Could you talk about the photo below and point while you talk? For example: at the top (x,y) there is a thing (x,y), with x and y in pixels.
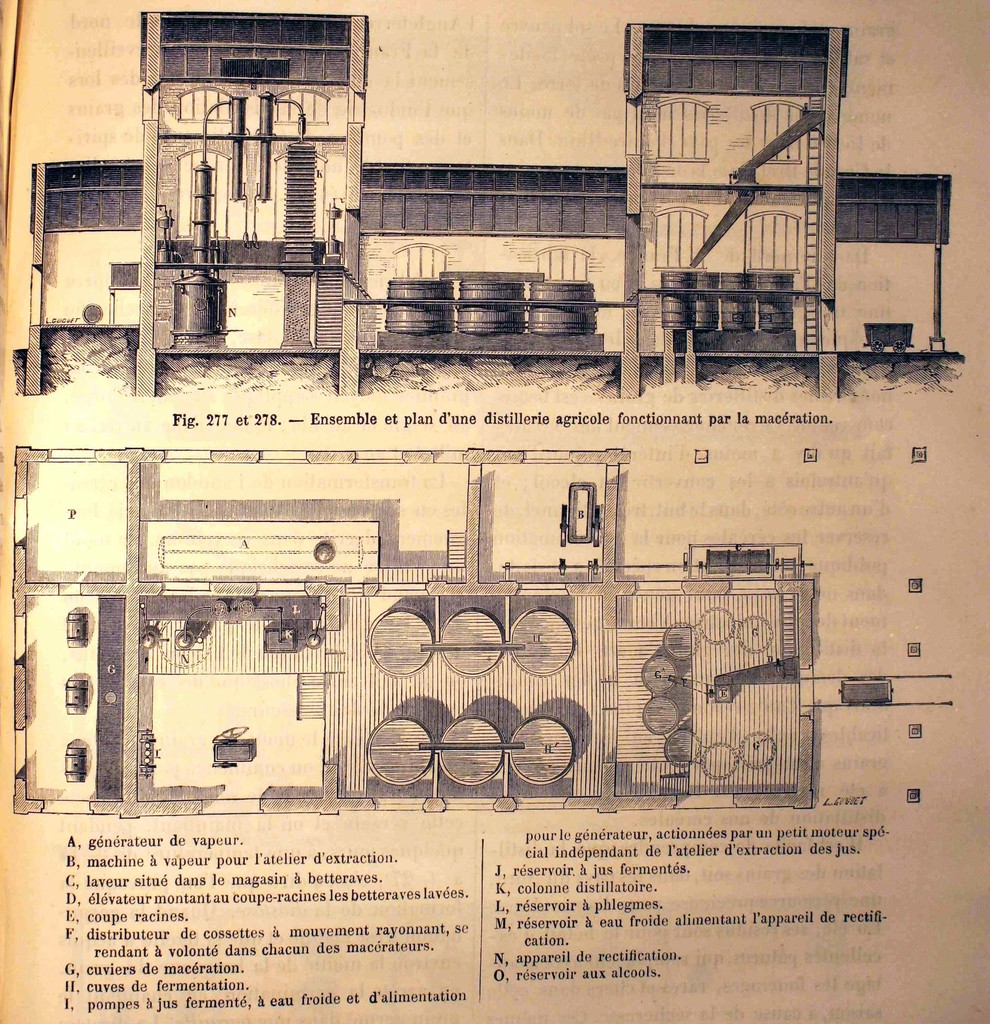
In the picture I can see the drawing (844,296) of a machine (527,172) on a white sheet paper (411,501). I can see the storage tanks (533,310) and a moving trolley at the top of the image (449,322). I can see the text (371,856) at the bottom of the image (460,1000).
